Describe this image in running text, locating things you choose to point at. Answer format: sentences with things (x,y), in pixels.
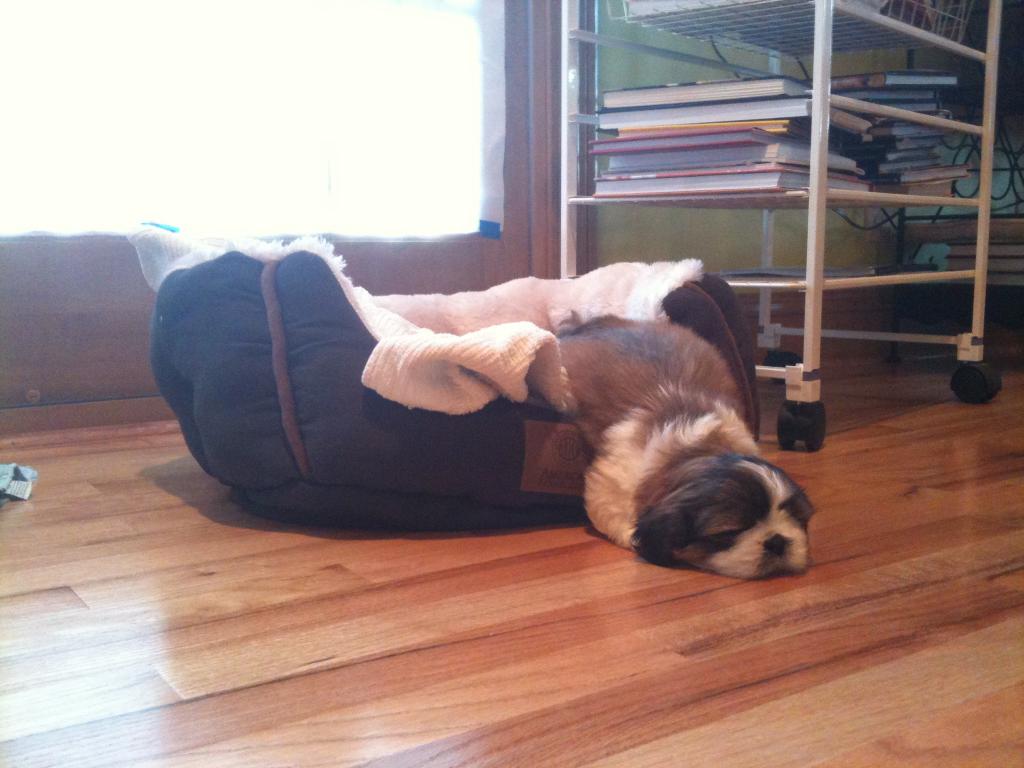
In this picture I can observe a dog (626,442) laying on its bed (349,335) and floor (443,561). The floor (490,576) is in brown color. On the right side (901,111) I can observe a rack (826,145) in which some books (757,134) are placed. In the background (308,97) there is a window (244,154).
